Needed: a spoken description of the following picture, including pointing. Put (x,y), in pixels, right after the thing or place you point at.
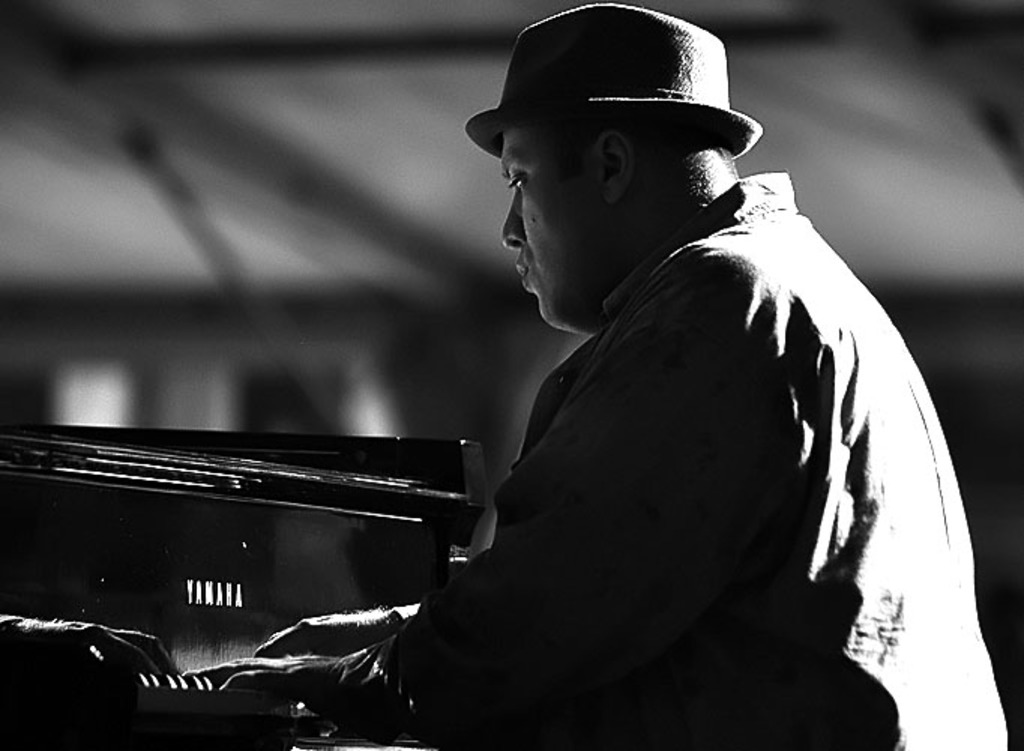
This picture shows a man (579,566) playing a piano (145,483), sitting in front of it, wearing a hat (592,79).
